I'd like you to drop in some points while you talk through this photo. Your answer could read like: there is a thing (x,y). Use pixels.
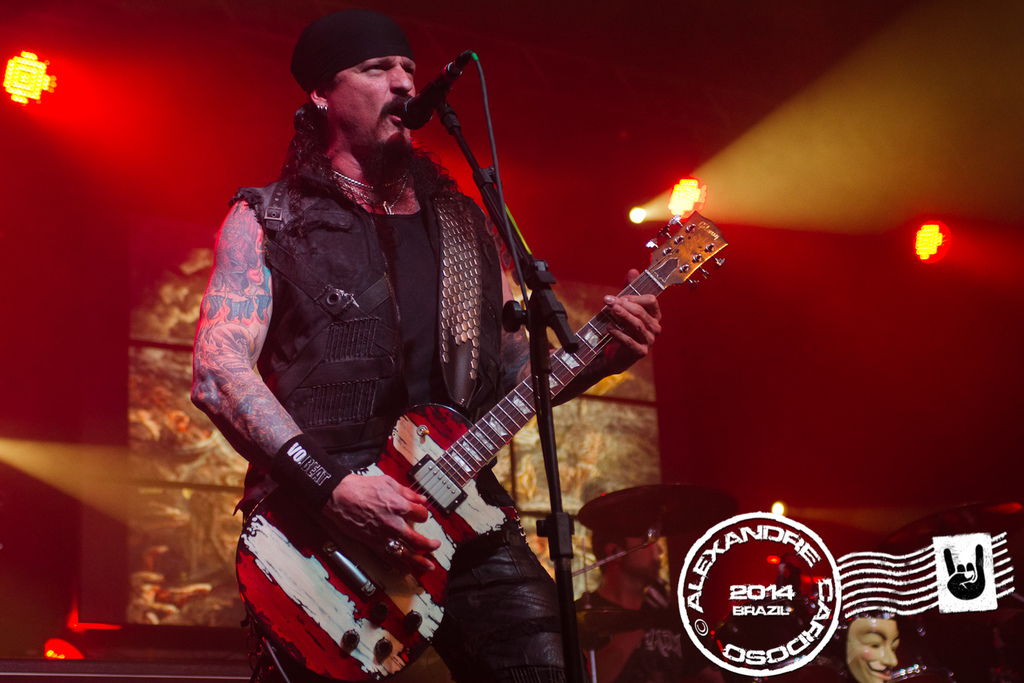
As we can see in the image there is a man (364,360) standing and holding guitar (400,450) in his hand (346,513) and singing on mic (434,82) and there are lights (7,79).
